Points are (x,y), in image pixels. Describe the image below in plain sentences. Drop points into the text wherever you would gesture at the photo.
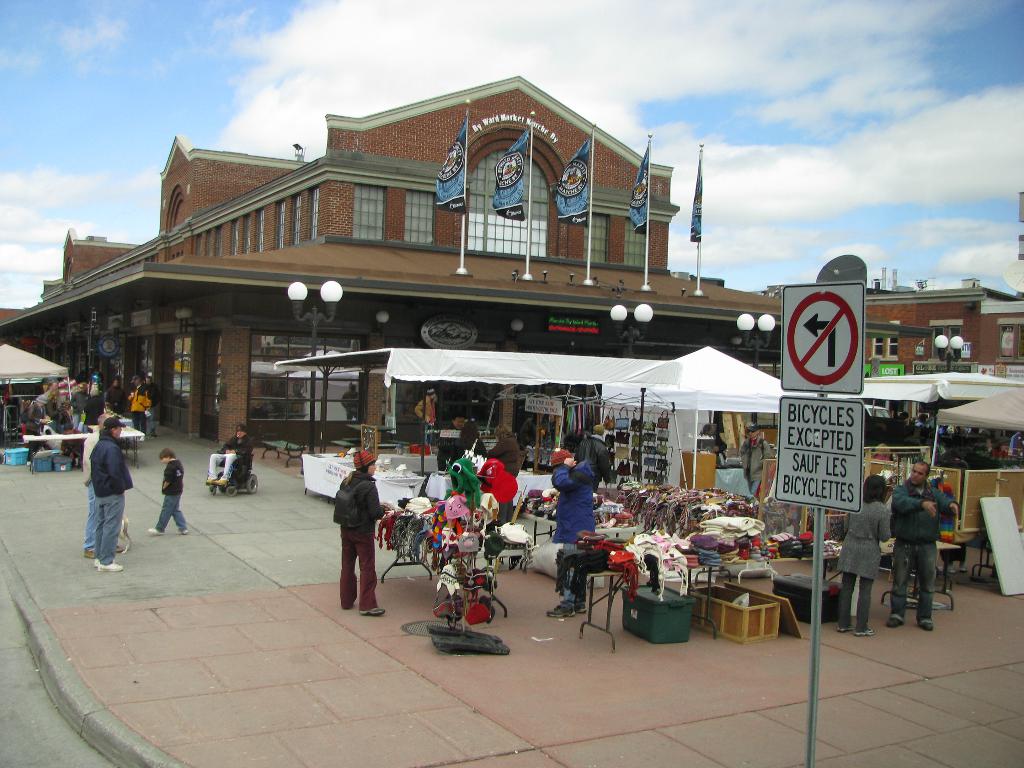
These are the buildings (486,190) with the windows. I can see the flags (642,198) hanging to the poles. There are few people (177,517) standing and a person (226,482) sitting on the wheel chair (241,480). I think these are the canopy tents (944,394). These look like the stalls (640,542). I can see the hats (459,513), clothes (514,481) are hanging to the hanger (455,620). These are the sign boards (840,448), which are attached to a pole (813,671). I can see the clouds (621,53) in the sky (499,42). I think these are the street lights (616,314). I can see the name boards (468,341) attached to the building (490,323). This looks like a bench (277,440).
